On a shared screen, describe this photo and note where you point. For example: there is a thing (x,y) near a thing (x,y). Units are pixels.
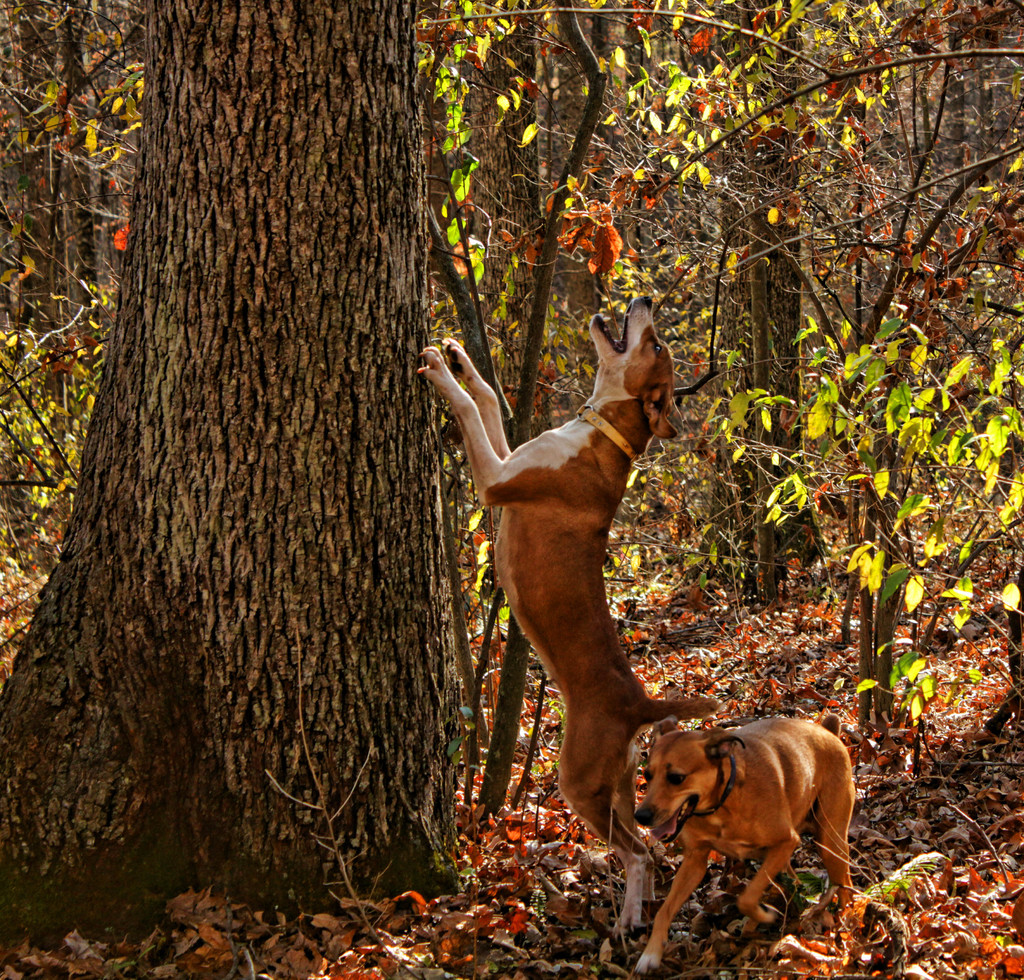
In this image there are two dogs (482,466). At the bottom of the image (978,942) there are dried leaves (790,926). In the background of the image (508,357) there are trees (941,604).
